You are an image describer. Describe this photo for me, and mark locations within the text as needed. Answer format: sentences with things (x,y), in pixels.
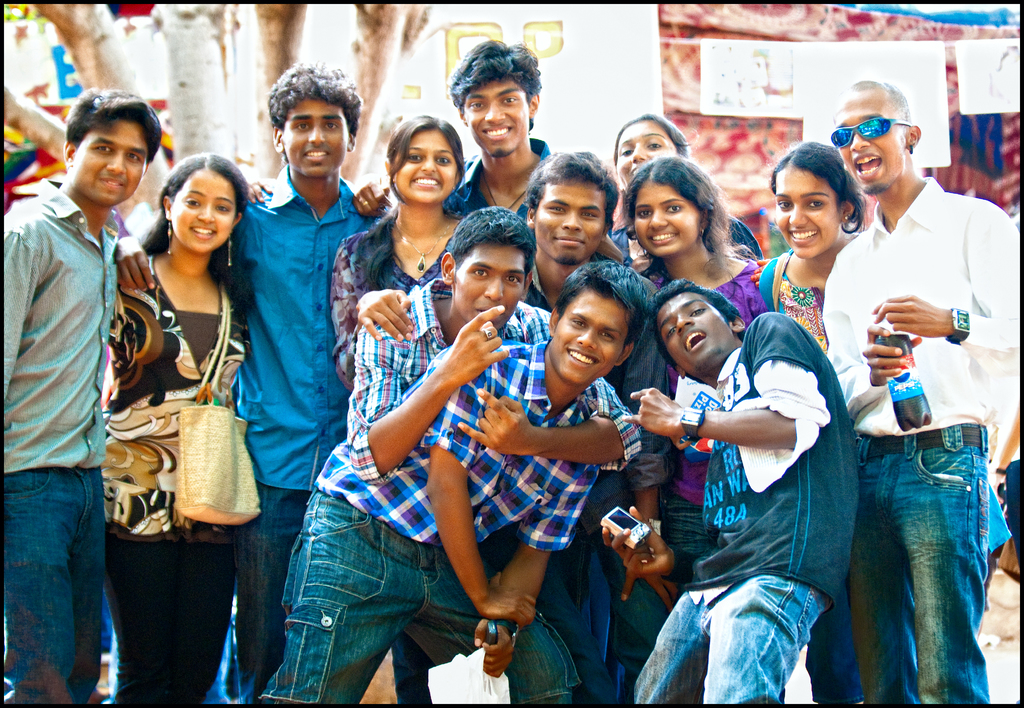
This is an edited picture. I can see group of people (512,273) standing and smiling, and in the background (693,57) there are papers (835,88) and some other objects (62,54).
